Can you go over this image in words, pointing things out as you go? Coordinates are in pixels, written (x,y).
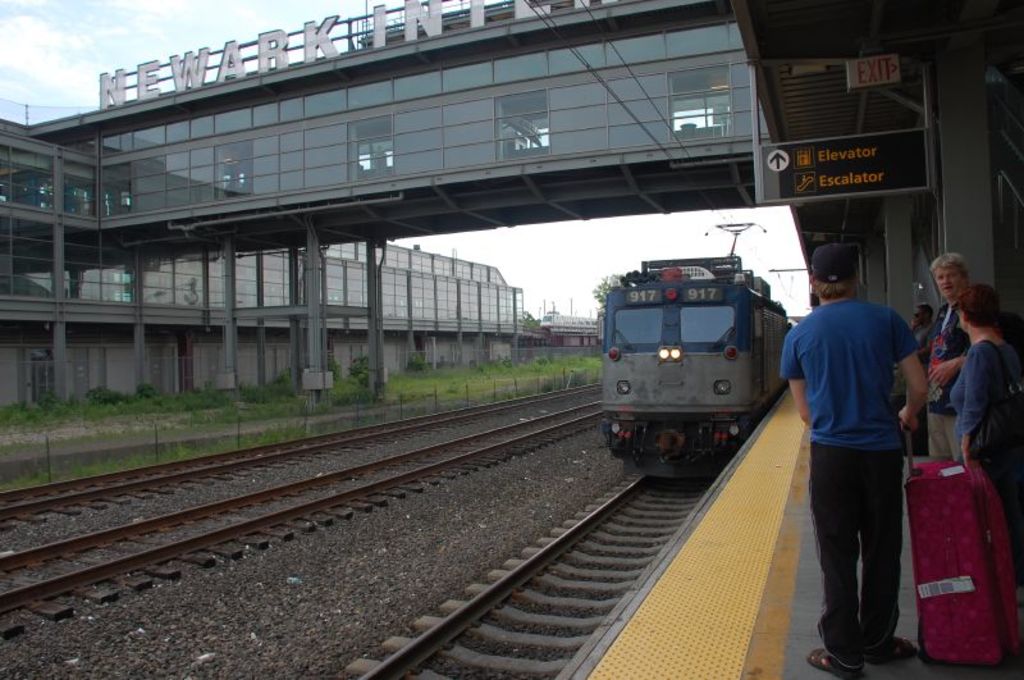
In the foreground (842,601) I can see a group of people (958,342) are standing on the platform (782,570) and a train (726,397) on the track (653,513). In the background (328,151) I can see a bridge (346,167), text (317,47), board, grass (230,399), fence (498,360) and the sky (532,240). This image is taken may be during a day.
